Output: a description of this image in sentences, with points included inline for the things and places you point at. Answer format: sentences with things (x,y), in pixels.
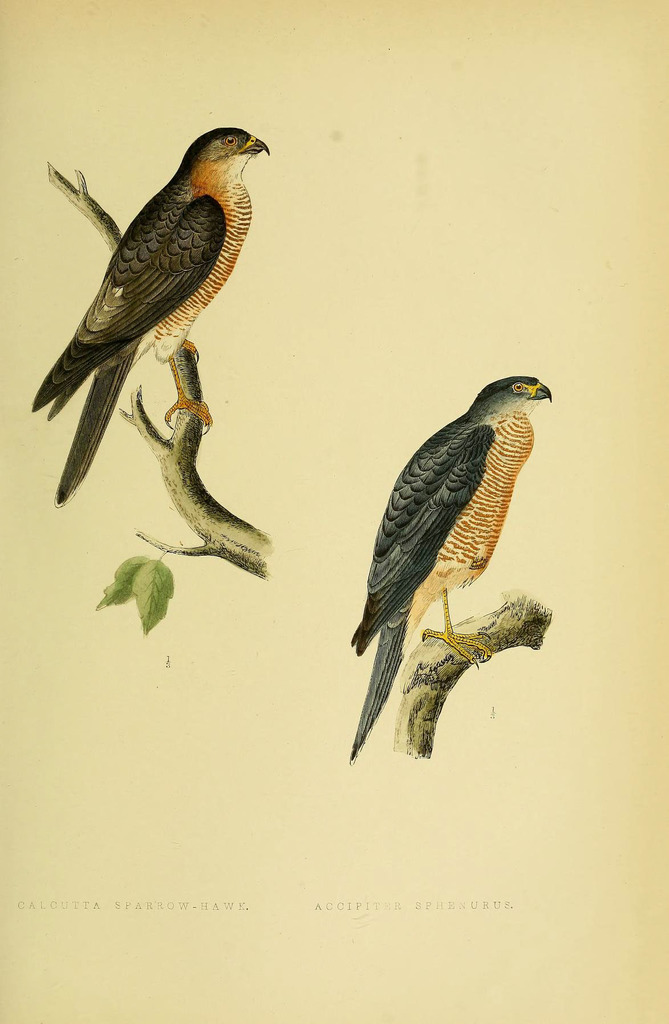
In this image I can see two birds (191,220) which are grey, brown, orange, black and yellow in color are on the tree stems (184,378). I can see two leaves (148,580) which are green in color and the cream colored background (370,375).
